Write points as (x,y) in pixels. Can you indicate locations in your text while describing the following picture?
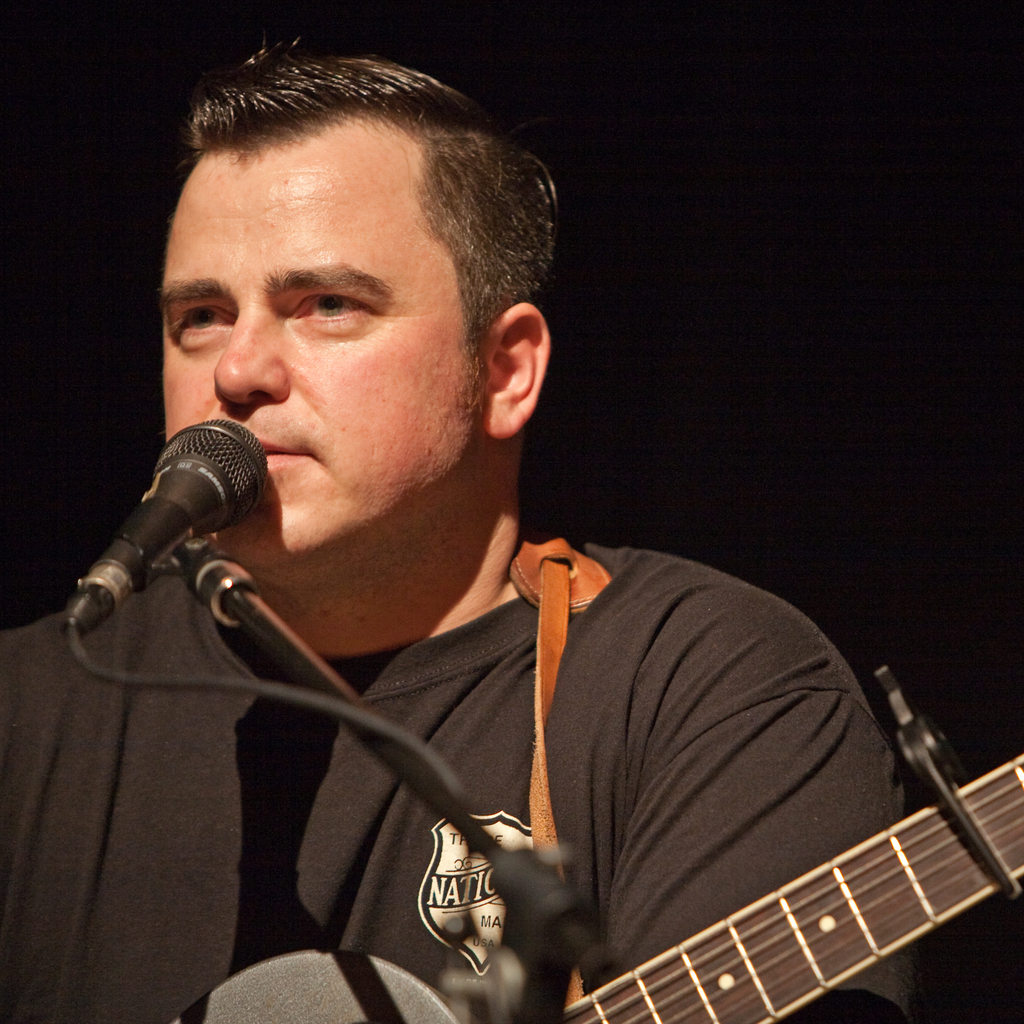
a person (483,869) is playing guitar (814,907) and a microphone (123,551) is present in front of him.
